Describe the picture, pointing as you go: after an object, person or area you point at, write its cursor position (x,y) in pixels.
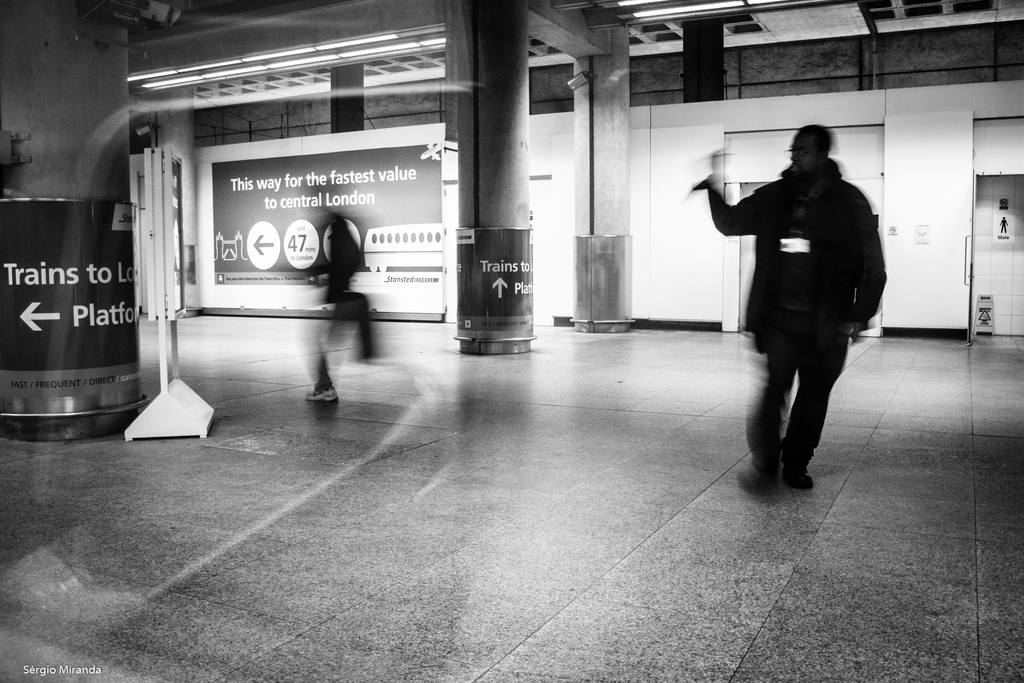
There is a person (773,296). Also there are pillars (44,273) with posters (69,294) and something written on that. And there is a board (166,244). In the back (261,179) there is a wall (372,180) with a poster (345,187). On the ceiling (784,13) there are lights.
